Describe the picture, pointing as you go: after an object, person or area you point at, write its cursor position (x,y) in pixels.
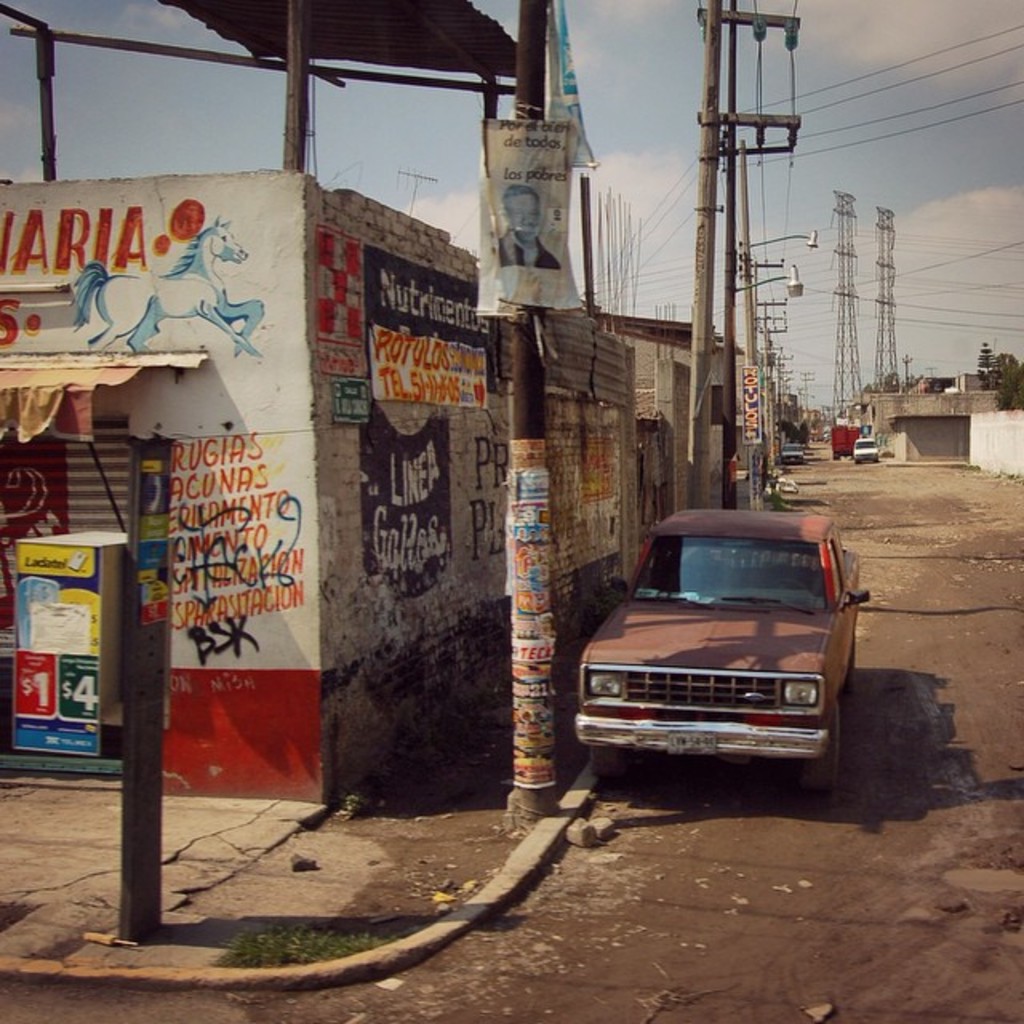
In this image we can see some buildings (492,486) to the left side (329,652) and there is a building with some posters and text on the walls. There is a road (539,906) on the right side of the image (688,605) with some vehicles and we can see some power poles (520,282). We can see the sky (624,84) with clouds (851,49) and some trees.
